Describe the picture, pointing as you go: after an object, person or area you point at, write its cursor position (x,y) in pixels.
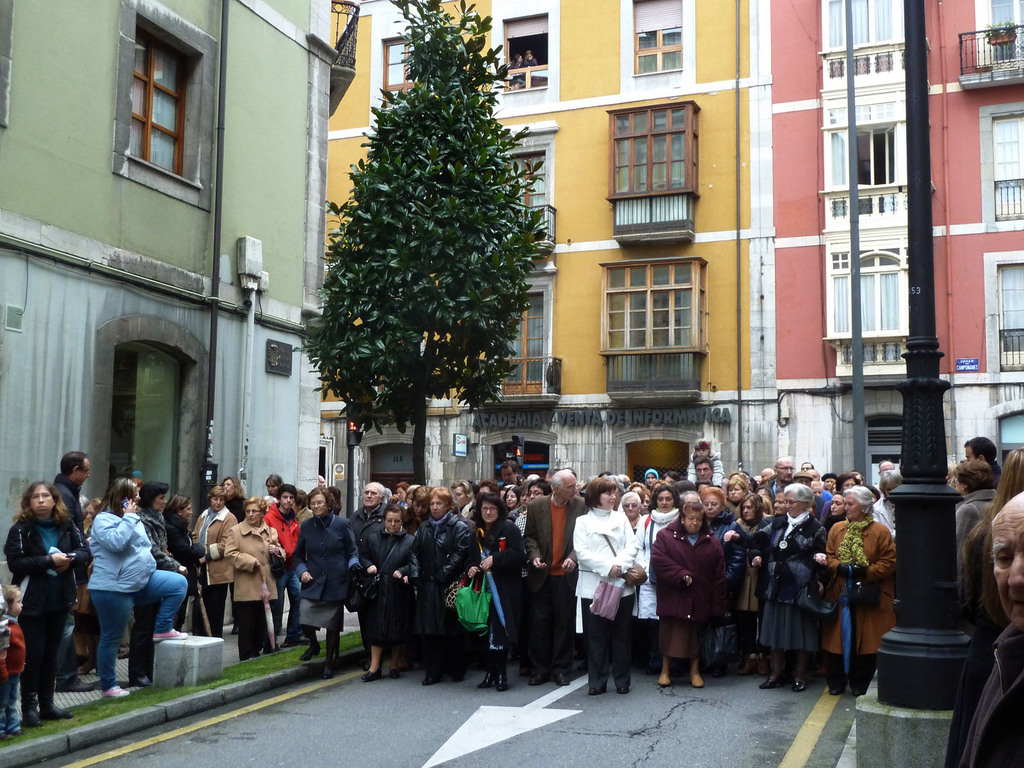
In this picture we can see some people (446,571) are standing, on the right side (937,504) there are poles (926,577), we can see grass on the left side (97,705), there is a tree (411,290) in the middle (400,296), in the background (576,249) we can see buildings (526,48).
